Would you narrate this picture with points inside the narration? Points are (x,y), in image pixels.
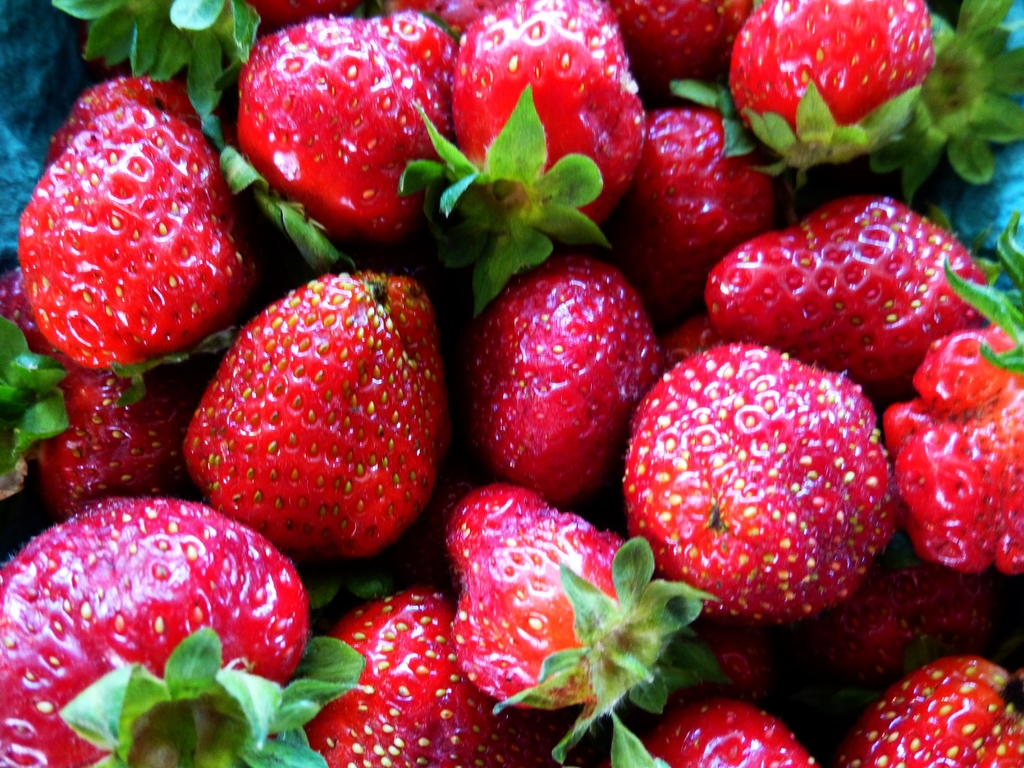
In the picture we can see the strawberries (375,735).
